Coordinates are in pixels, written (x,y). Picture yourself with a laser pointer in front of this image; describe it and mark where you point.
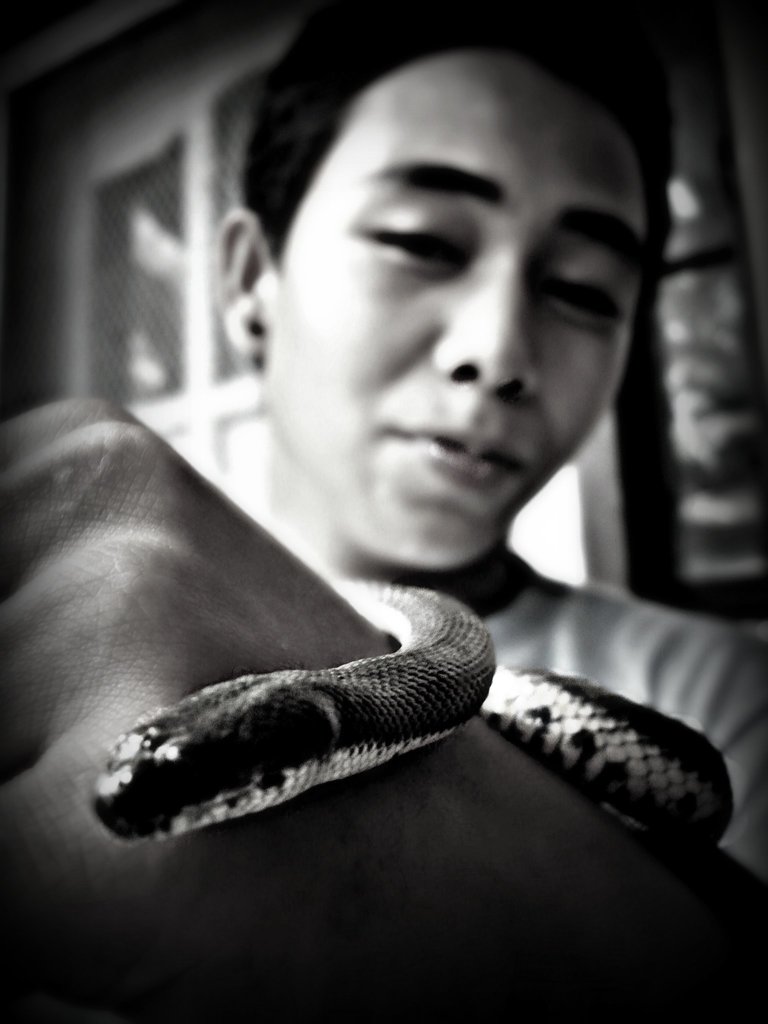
Here we can see a man (418,232) with a snake (626,702) on his hand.
